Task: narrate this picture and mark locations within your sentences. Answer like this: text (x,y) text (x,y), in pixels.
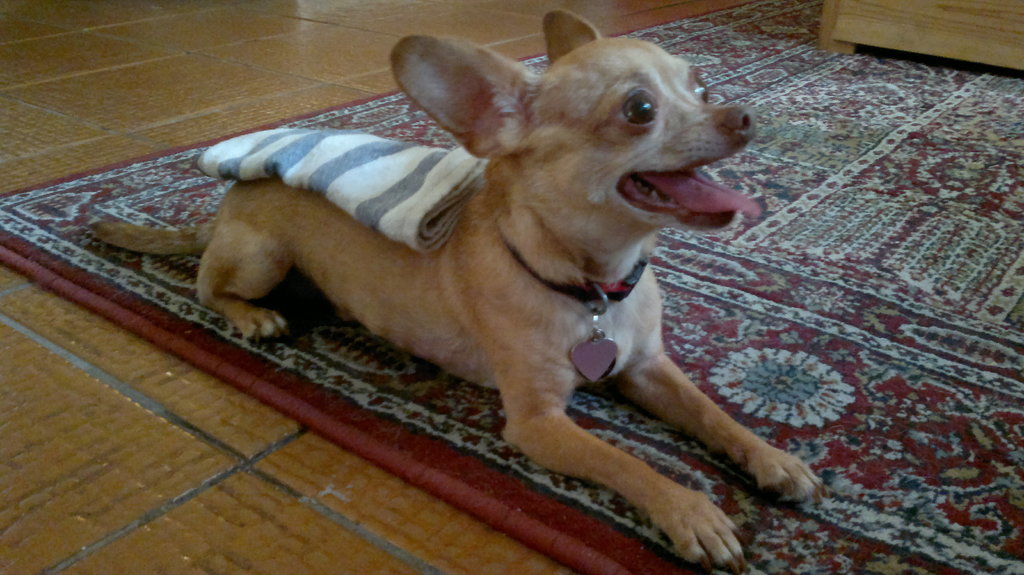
In this picture we can see a cloth (347,212) on the dog (458,293). This dog (446,297) is sitting on the carpet (745,348). We can see a wooden object (972,37) on top right (984,43).
